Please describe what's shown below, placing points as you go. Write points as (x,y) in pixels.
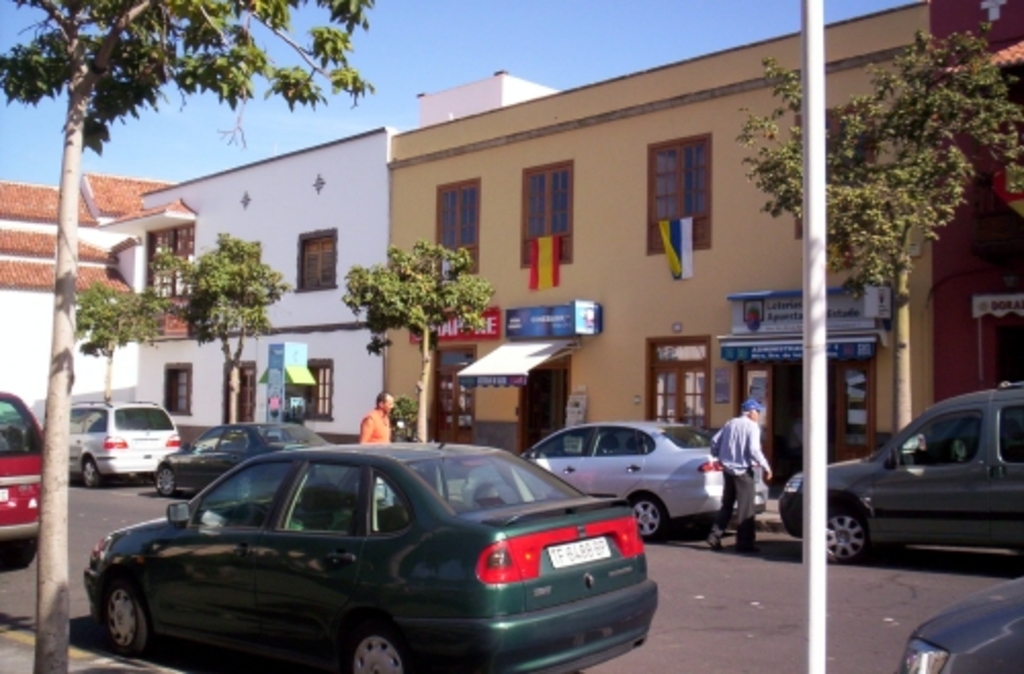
This is a picture of the outside of the city (720,564), in this picture at the bottom (867,584) there is a road (846,578). On the road (905,599) there are some cars (599,466) and there are two persons (744,476) who are walking. In the background (269,247) there are some houses (782,266), trees (834,266), flags (677,232). In the foreground (815,303) there is one pole (812,449), on the top of the image (425,73) there is sky (721,27).
